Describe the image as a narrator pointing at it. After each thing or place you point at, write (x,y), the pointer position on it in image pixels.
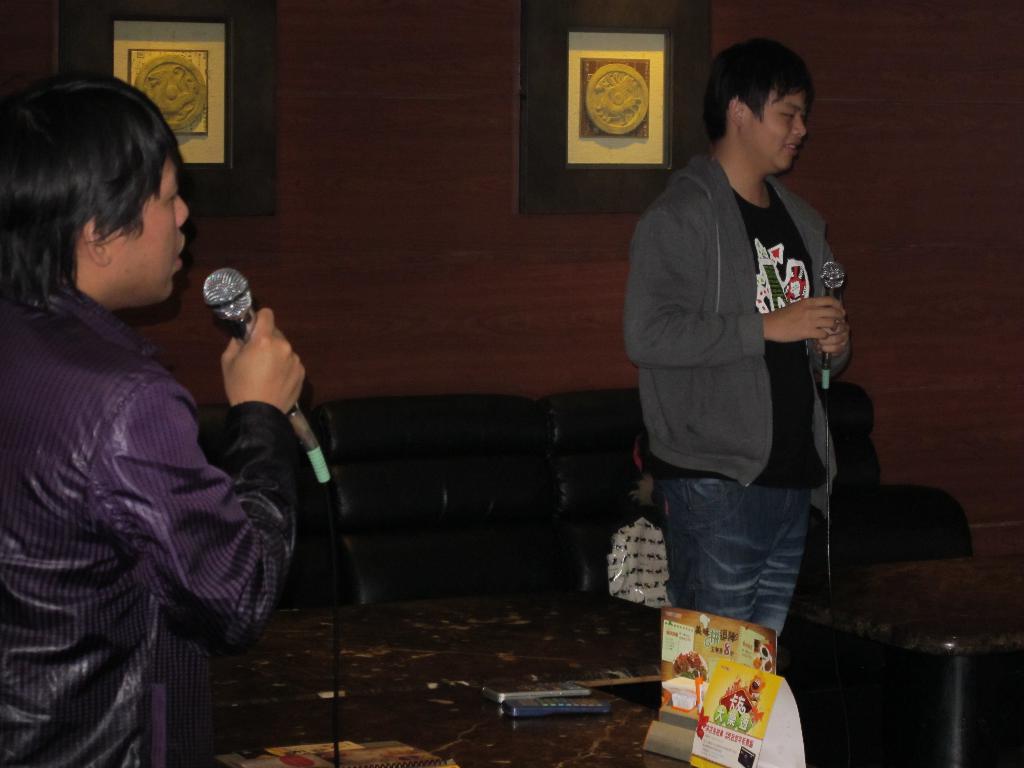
In this picture we can see two men (717,336) standing and holding mike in their hands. On the table (560,675) we can see remotes (559,694) and two table calendars (756,728). On the background (627,48) we can see frames (637,49) on a wall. Here we can see sofa (485,484) in black colour.
